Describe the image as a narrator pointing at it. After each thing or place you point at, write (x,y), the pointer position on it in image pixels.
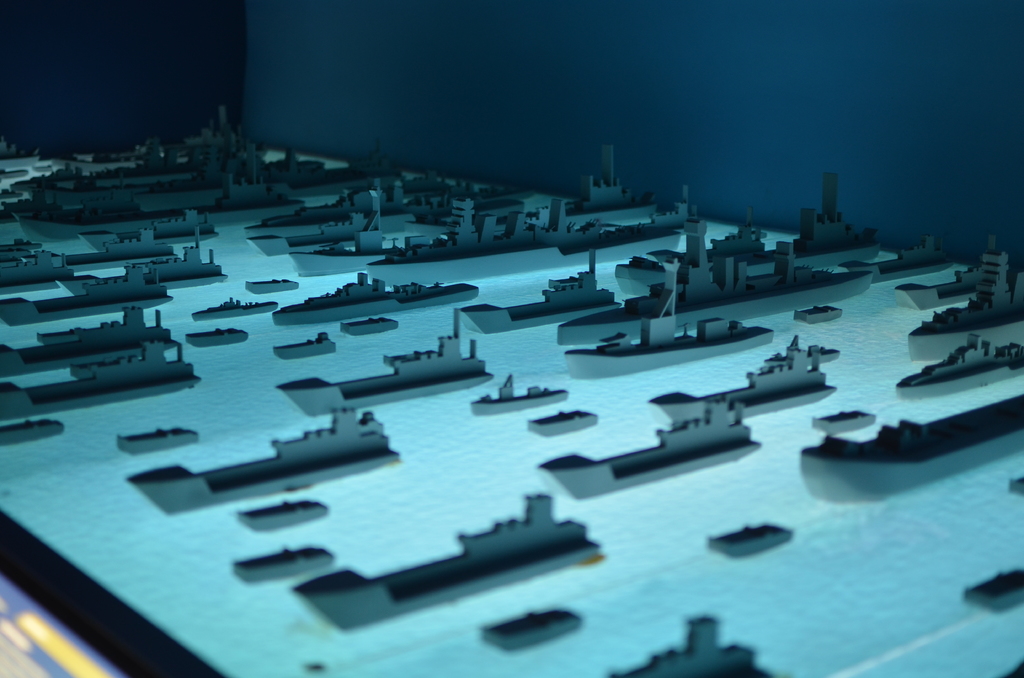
This is a miniature (639,239) and here we can see boats (658,402) on the board (857,609) and in the background (504,71), there is a wall (634,74).
